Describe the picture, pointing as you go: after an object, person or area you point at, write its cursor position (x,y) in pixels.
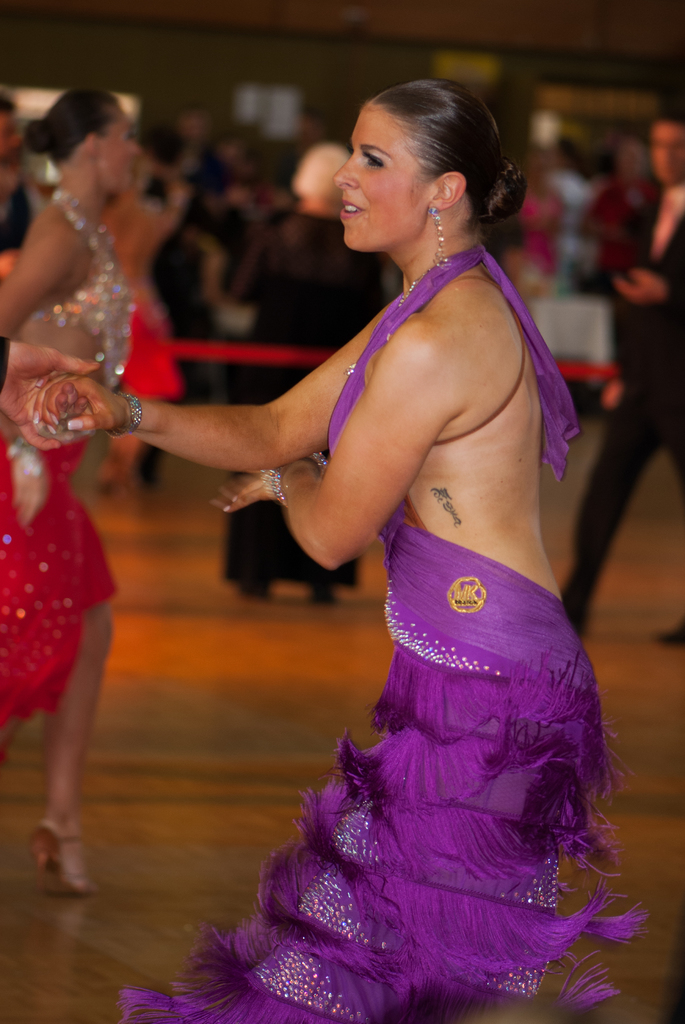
Front this woman (426,319) is holding a hand (47,357) of the opposite person (44,375). Background (247,401) it is blurry and we can see people (278,276).
